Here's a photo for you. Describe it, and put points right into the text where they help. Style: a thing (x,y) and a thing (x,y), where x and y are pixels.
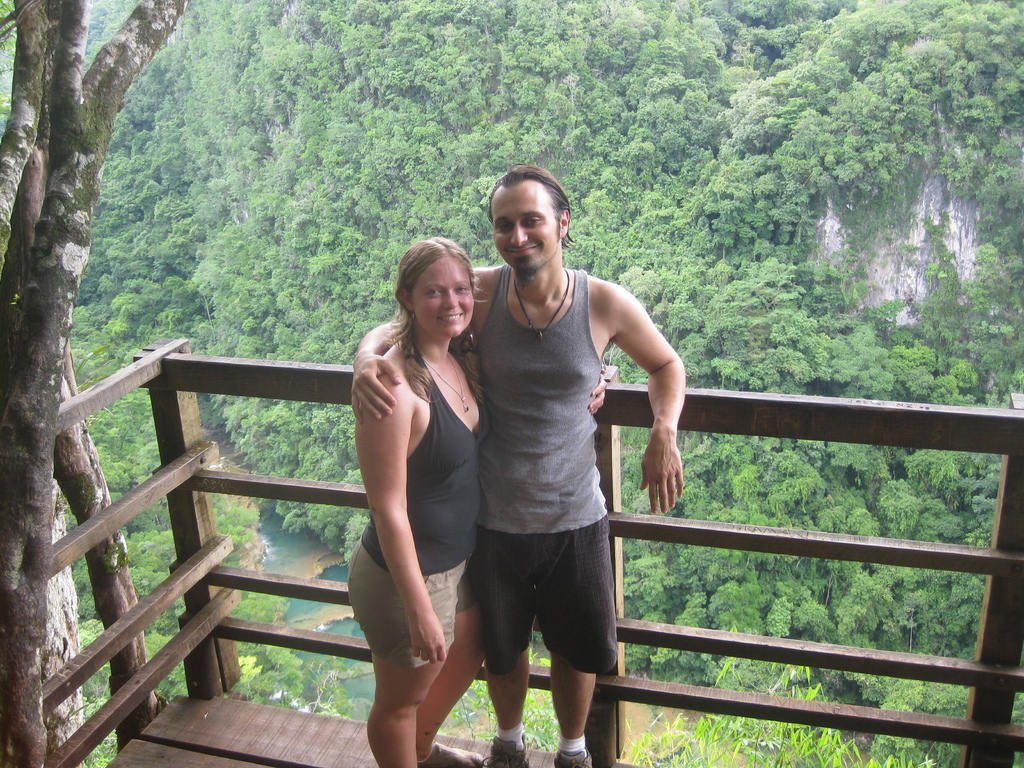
In this picture we can see a man (383,392) and a woman (445,307) standing and smiling. We can see wooden fencing (611,419), water (235,467) and trees (319,113).
